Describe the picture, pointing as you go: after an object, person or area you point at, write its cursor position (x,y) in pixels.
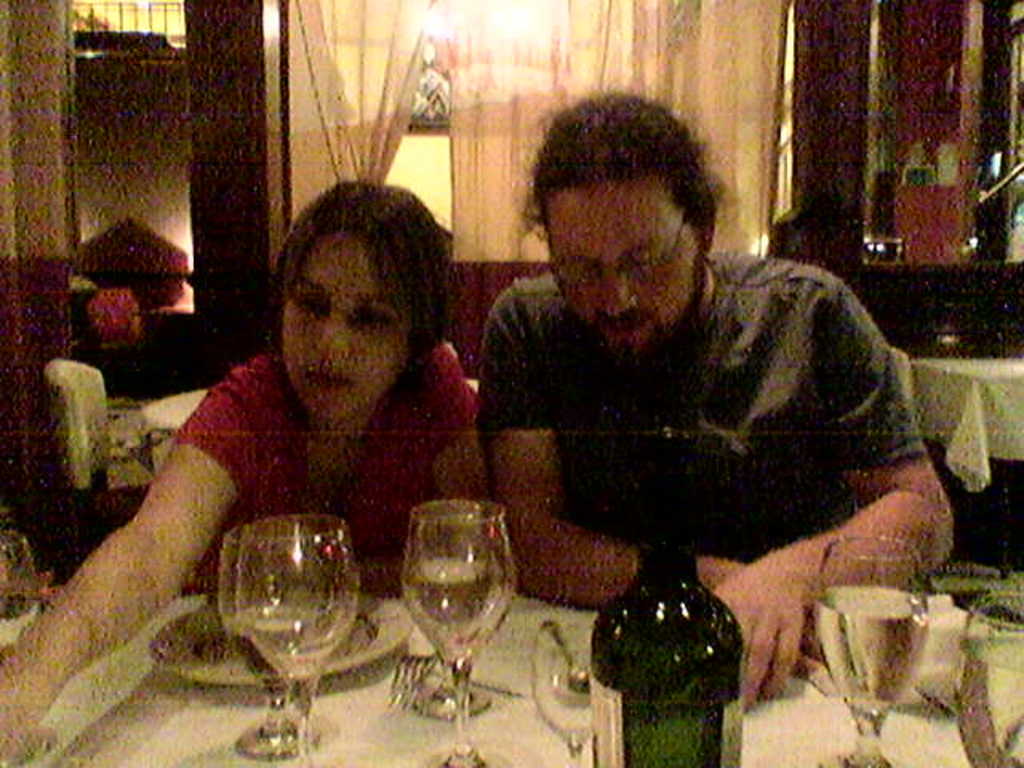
This image consists of persons (410,474) sitting in the center (477,461). In the front (392,656) there are glasses (294,654) on the table (521,624), there is a bottle (657,666) which is green in colour and there is a plate (251,677) and there are forks (420,674), spoons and tissues (918,662). In the background (186,407) there are tables (957,357) and there is a chair (98,428) on the left side (81,422) and in the background (497,65) there is a curtain (457,73) which is white in colour.
